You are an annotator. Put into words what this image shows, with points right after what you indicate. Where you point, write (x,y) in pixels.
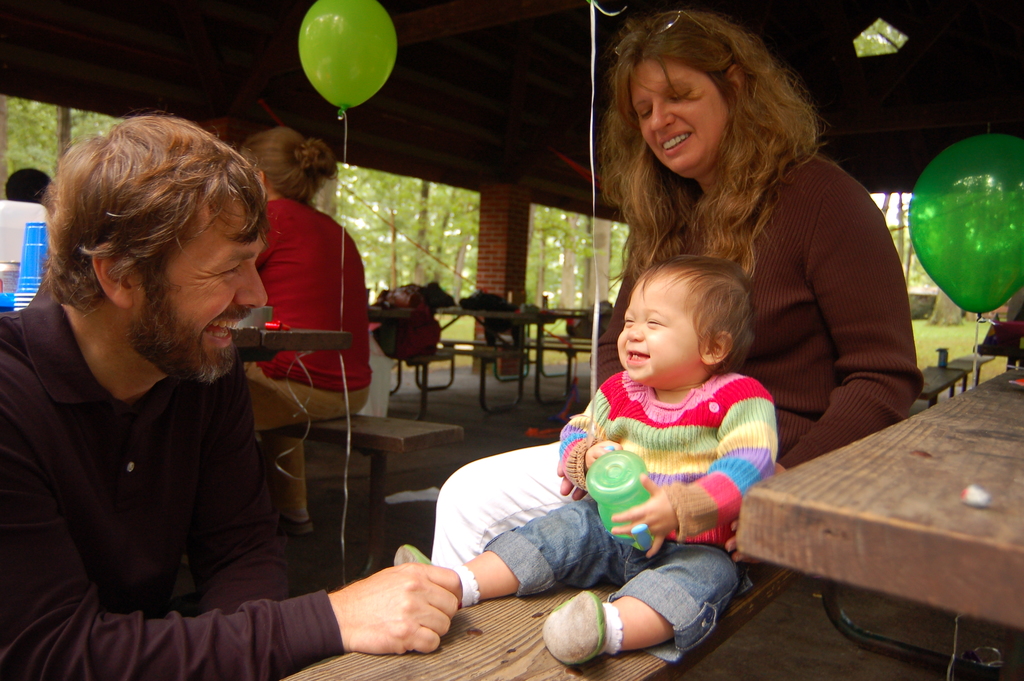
As we can see in the image there are trees (421,207), balloons (963,225), few people (718,261) here and there and these two people (714,313) sitting on bench (515,641) and on table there are glasses (34,261).
